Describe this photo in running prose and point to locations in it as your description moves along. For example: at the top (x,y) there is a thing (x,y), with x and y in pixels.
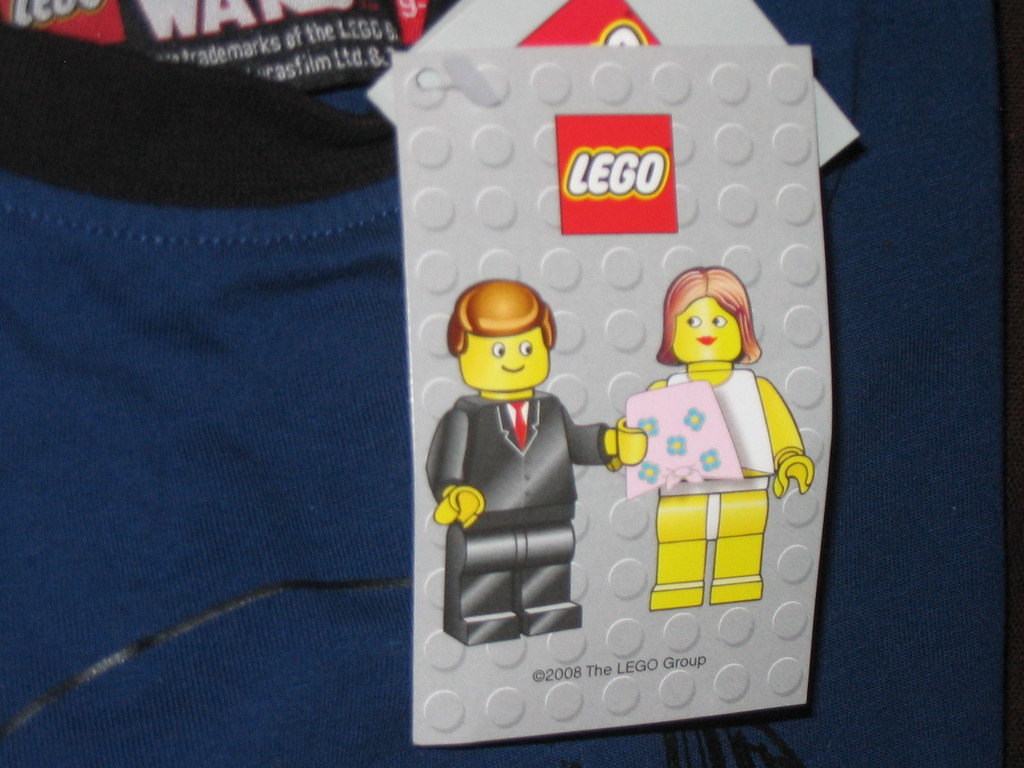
There is a blue color t-shirt (223,583), which is having two gray color cards (492,110). On the first card (685,247), there are two animated images (481,317) and a watermark (584,198).
